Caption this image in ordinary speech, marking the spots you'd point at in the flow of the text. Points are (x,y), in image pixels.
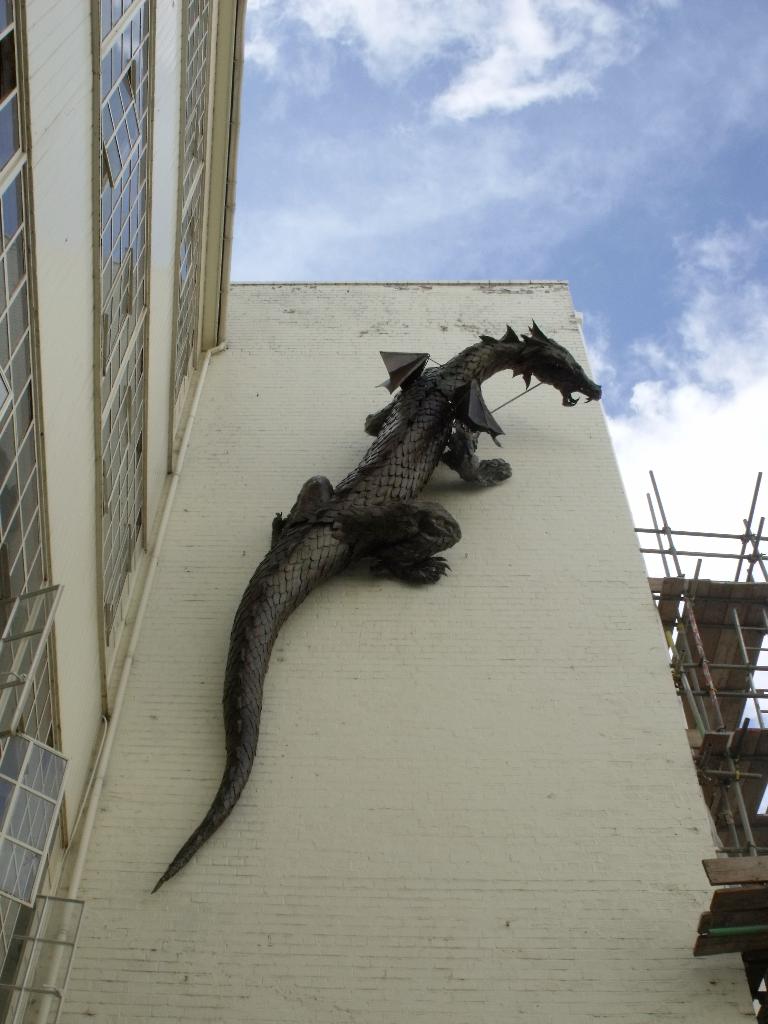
In this picture I can see replica (247,762) of a animal (396,488) on the building (222,505) and I can see under construction building (722,636) on the right side (747,899) and I can see blue cloudy sky (494,96).
